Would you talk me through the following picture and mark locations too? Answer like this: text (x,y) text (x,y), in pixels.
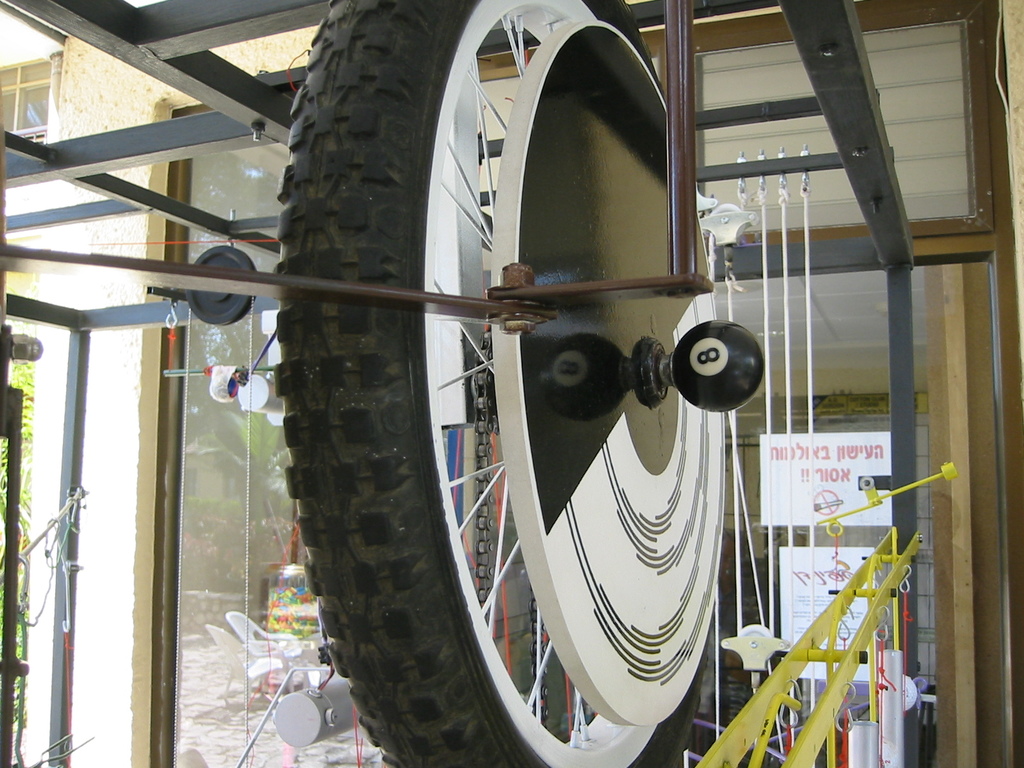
In this image there is a tyre (415,510) in middle of this image (514,443). there are two chairs (253,650) kept at bottom of this image (253,650) which is in white color. There is a door (210,566) at left side of this image (113,578) and there are some trees (258,457) in the background (216,555) and there is a glass door (763,425) at right side of this image (834,456).
